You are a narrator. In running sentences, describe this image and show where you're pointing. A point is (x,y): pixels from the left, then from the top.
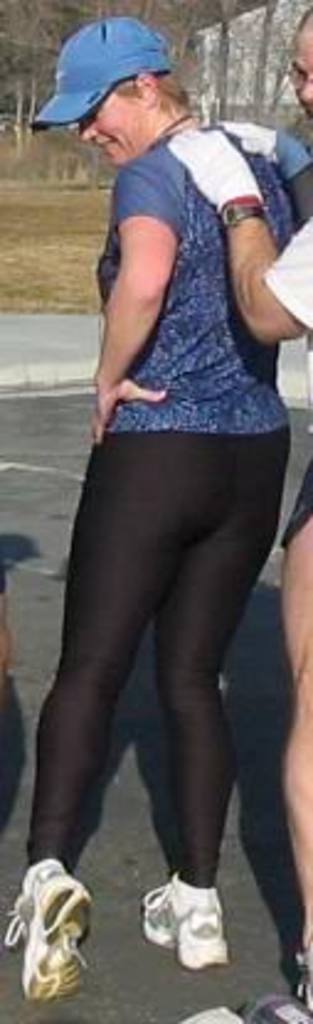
In this image in front (275,167) there are people (294,579). On the right side of the image (227,90) there is a building (239,67). In the background of the image (163,12) there are trees (163,12).
